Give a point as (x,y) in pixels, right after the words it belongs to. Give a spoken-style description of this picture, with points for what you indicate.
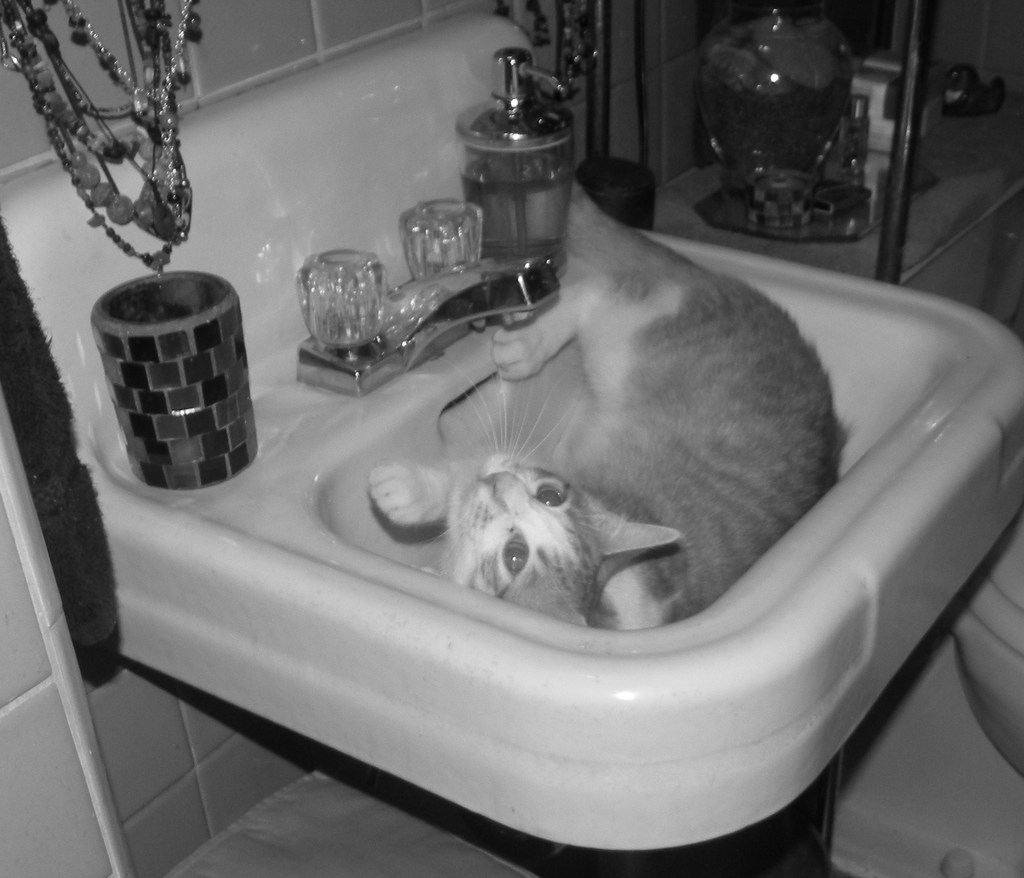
This image is a black and white image. This image is taken indoors. In the middle of the image (442,319) there is a sink (402,753) with a tap (449,309) and a few things (518,118) on it and there is a cat (714,341) in the sink (883,512). In the background (129,772) there is a wall (941,81) and there are a few chains (165,28). There is a shelf (702,184) with a few things (885,103) on it. At the bottom of the image (333,834) there is a floor (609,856).
